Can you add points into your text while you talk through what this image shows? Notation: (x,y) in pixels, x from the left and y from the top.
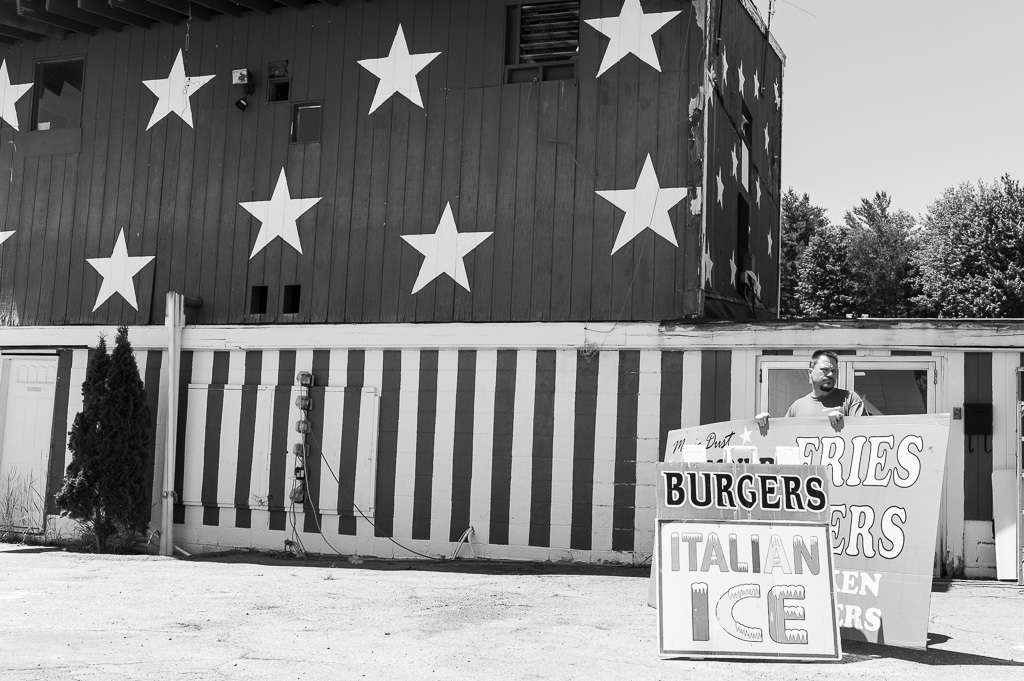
On the right side of the image (815,381) we can see a man (857,401), in front of him we can find few hoardings (820,525), in the background (888,260) we can see few trees (884,245) and a building (270,202), it is a black and white photography.
